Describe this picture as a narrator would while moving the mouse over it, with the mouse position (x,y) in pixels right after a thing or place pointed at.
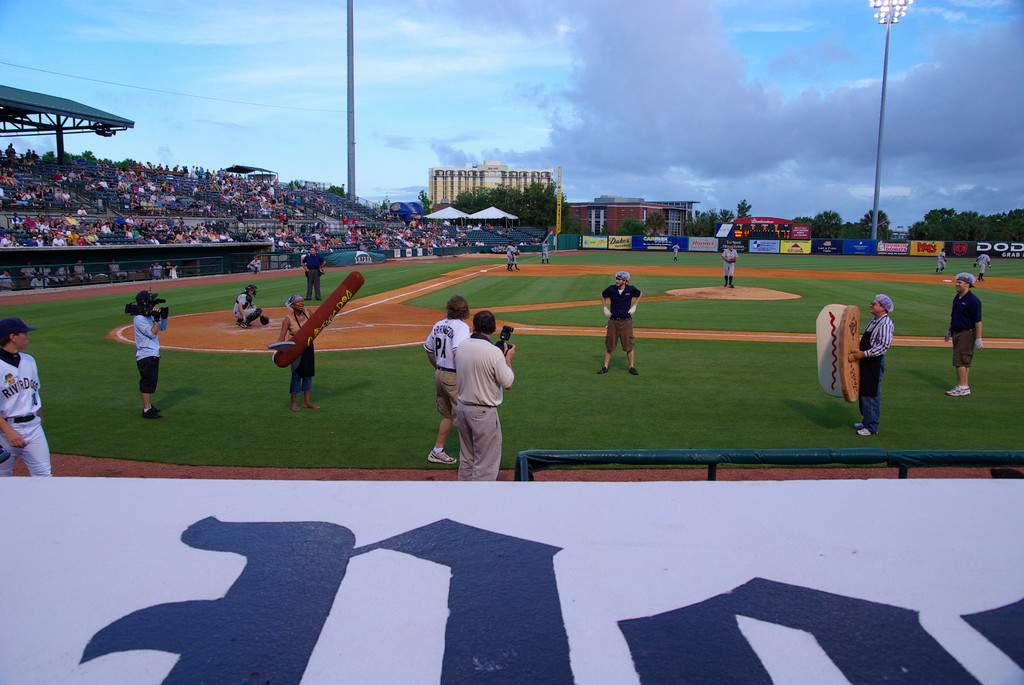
This is a playing ground (406,326). Here I can see few people (875,314) are standing on the ground (183,384). Two people (149,335) are holding the cameras (152,316) in the hands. At the bottom (301,568) there is a white color board (414,578) on which I can see some text (272,594). On the right side (695,450) there is a metal rod (623,459). In the background (705,222) there are many trees (823,221) and buildings (456,195). On the left side (70,225) many people (147,207) are sitting on the chairs (124,234) facing towards the ground (389,300). At the top of the image (580,79) I can see the sky (711,53).
